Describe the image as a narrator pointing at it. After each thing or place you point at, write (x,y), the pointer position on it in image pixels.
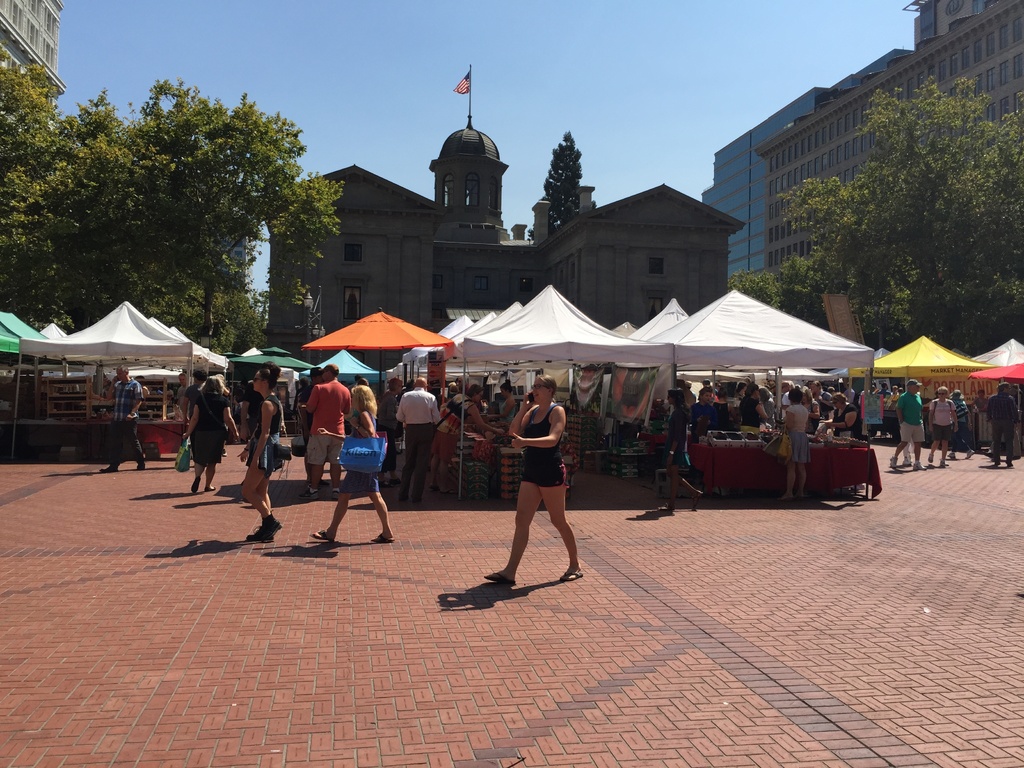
In the picture I can see people (1002,434) walking on the road (637,480), I can see tents (335,357), stalls (80,366), I can see buildings (599,275), trees (109,229) and the plain blue color sky (385,108) in the background (494,60).
